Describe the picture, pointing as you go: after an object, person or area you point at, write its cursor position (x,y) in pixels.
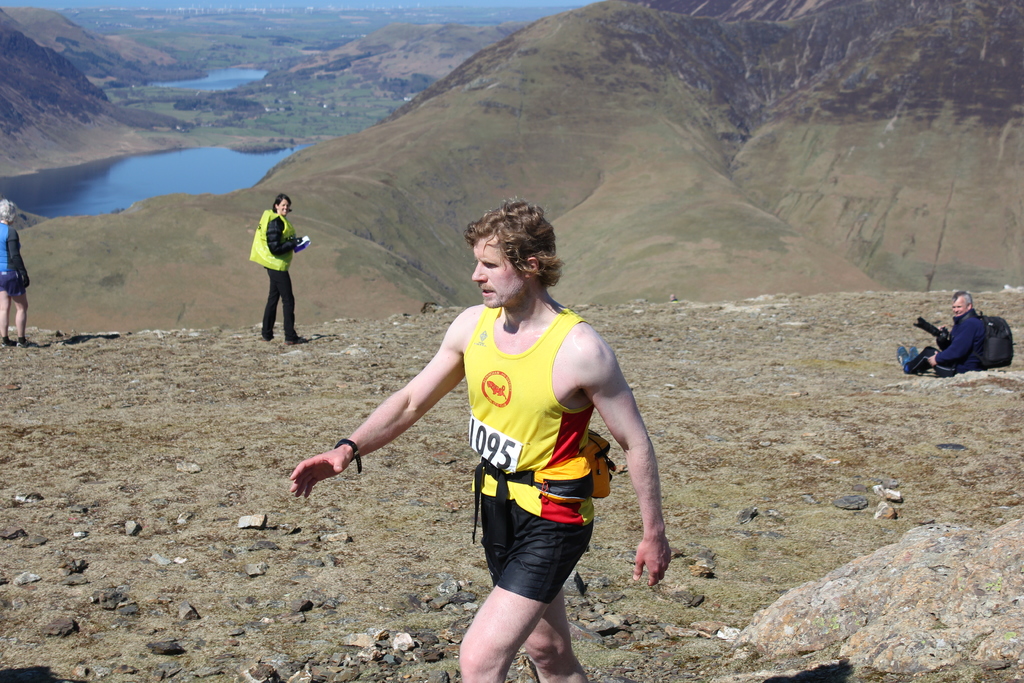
In the picture I can see a man (552,682) in the middle of the image (584,324). He is wearing a yellow color banyan (549,411) and a black color short (525,520) and looks like he is walking on the ground (606,622). I can see a man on the right side (955,359). He is holding the camera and there is a bag (990,346) on his back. I can see two persons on the left side (10,231). In the background (457,185), I can see the hills (507,28) and water (214,176) on the left side (199,178).
